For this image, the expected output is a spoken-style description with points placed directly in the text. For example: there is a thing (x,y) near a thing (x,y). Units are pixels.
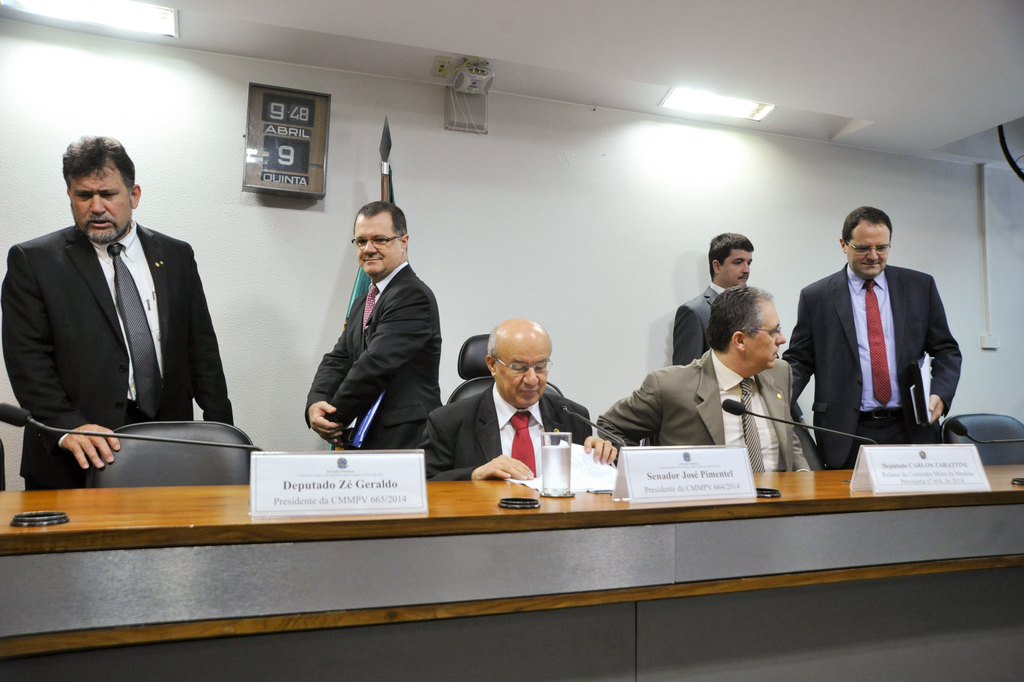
In this picture, we can see a group of people (469,409) some are sitting on chairs (474,379) and some are standing on the floor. In front of these people (134,325) there is a table (323,572) on the table (401,561) there are name boards (898,457), glass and microphones (839,432) with stands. Behind the people (536,462) there is a wall (458,252) with an object (310,184) and there are ceiling lights (725,108) on the top (134,11).
